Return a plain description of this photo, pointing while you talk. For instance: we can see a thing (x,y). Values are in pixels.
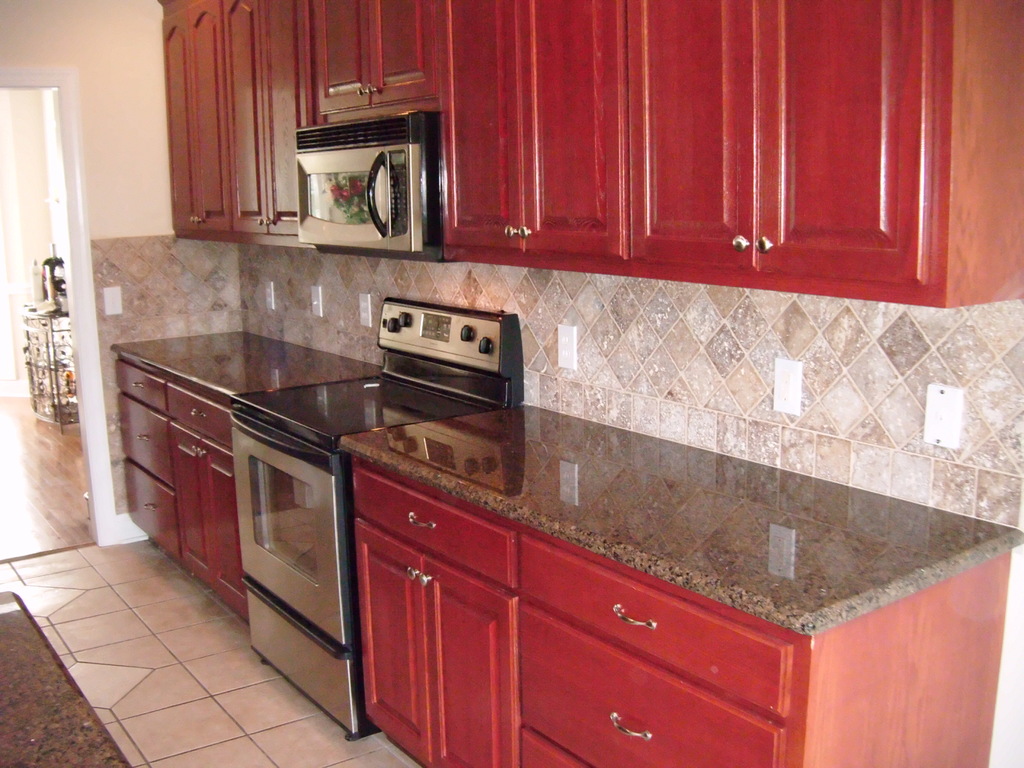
In this image in the front (535,459) there is a platform (259,359) and under the platform (220,383) there are cupboards (182,425). There is an object (298,552) which is grey in colour. On top (778,184) there are cupboards (293,176) and there is a microwave oven (357,202), on the left side (46,346) there is an object (46,332) and there is a wall (119,64) which is white in colour.
